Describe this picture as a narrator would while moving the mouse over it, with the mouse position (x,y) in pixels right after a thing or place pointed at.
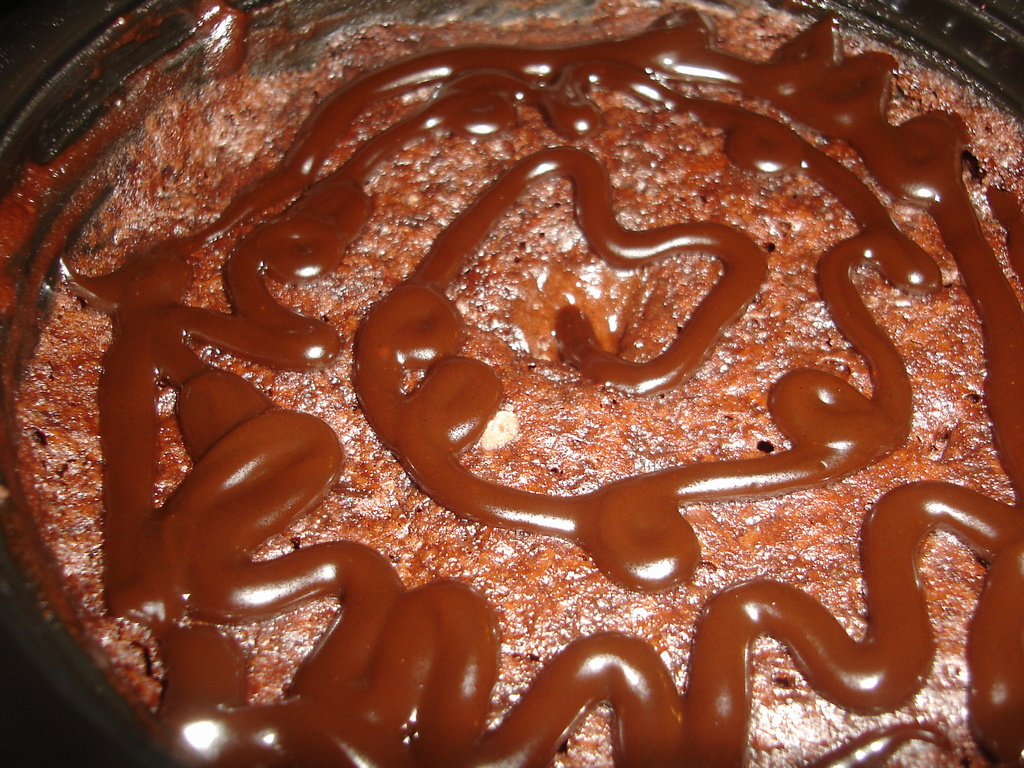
In this picture I can see a food item (573,307) on the plate (172,39).
